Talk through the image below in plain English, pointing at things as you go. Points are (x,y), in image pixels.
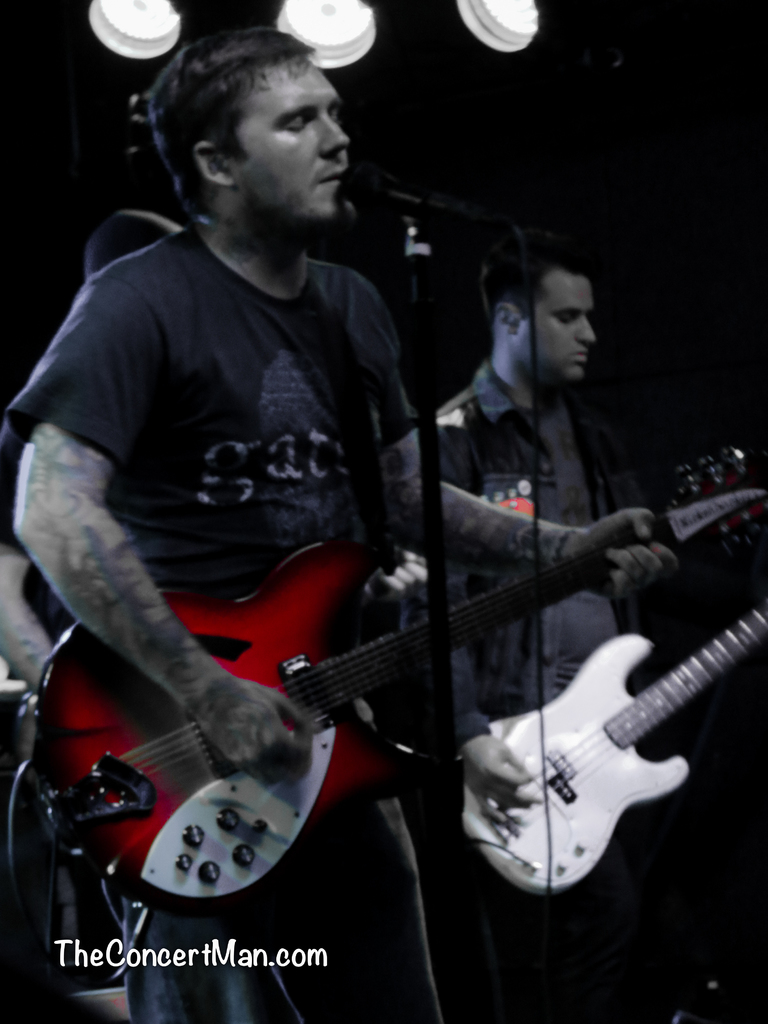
It is a black and white image it looks like a concert, there are total three people (263,291) in the image, the first person (272,565) is playing red color guitar (224,784) the person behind him is playing white guitar (555,804), in the background there is another person (409,573) standing behind him there are three lights (328,3) to the roof (560,6).
